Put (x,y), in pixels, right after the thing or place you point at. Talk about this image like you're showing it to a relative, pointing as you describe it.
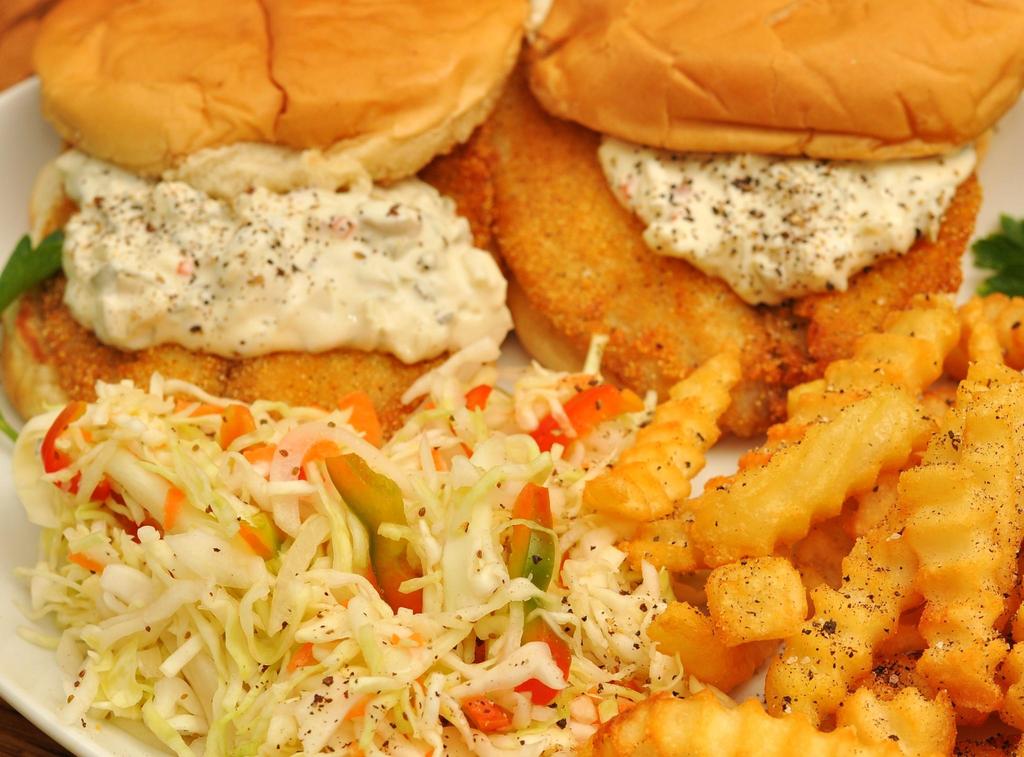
In this image we can see some food (209,508) on the white plate (32,101) and one object (21,49) in the top left side (15,15) corner of the image.
